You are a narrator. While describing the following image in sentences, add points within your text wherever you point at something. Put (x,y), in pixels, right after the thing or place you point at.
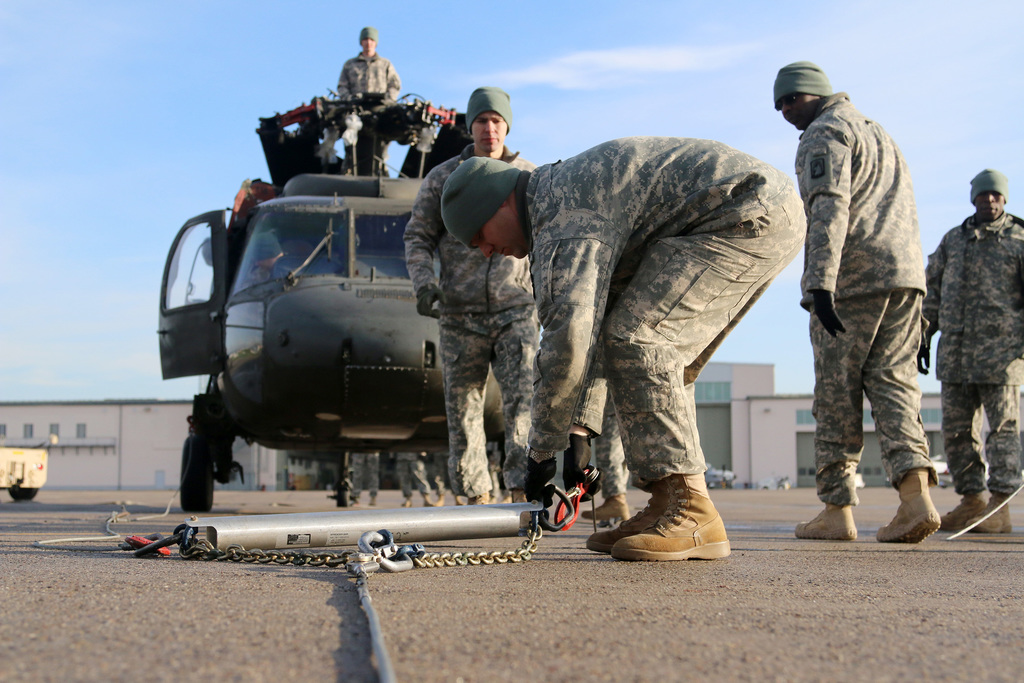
In the picture I can see some persons (616,266) wearing camouflage dress (552,280), pants (681,256) and shoes (687,488) standing on ground (478,578) doing some work and in the background of the picture (263,350) there is helicopter (303,324) on which a person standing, there are some houses (96,422), clear sky (182,85).
